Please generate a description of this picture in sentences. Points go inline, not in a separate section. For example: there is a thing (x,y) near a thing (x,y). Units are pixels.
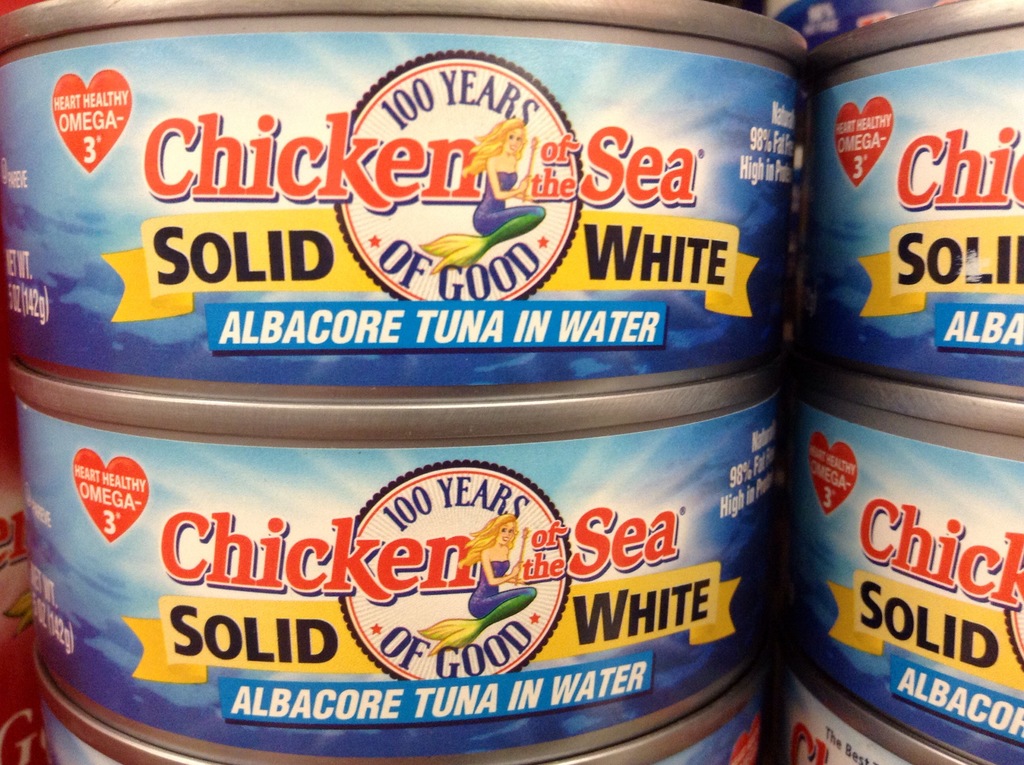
In the image we can see some tins (450,36), on the tins (305,28) we can see some alphabets (200,133) and numbers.
